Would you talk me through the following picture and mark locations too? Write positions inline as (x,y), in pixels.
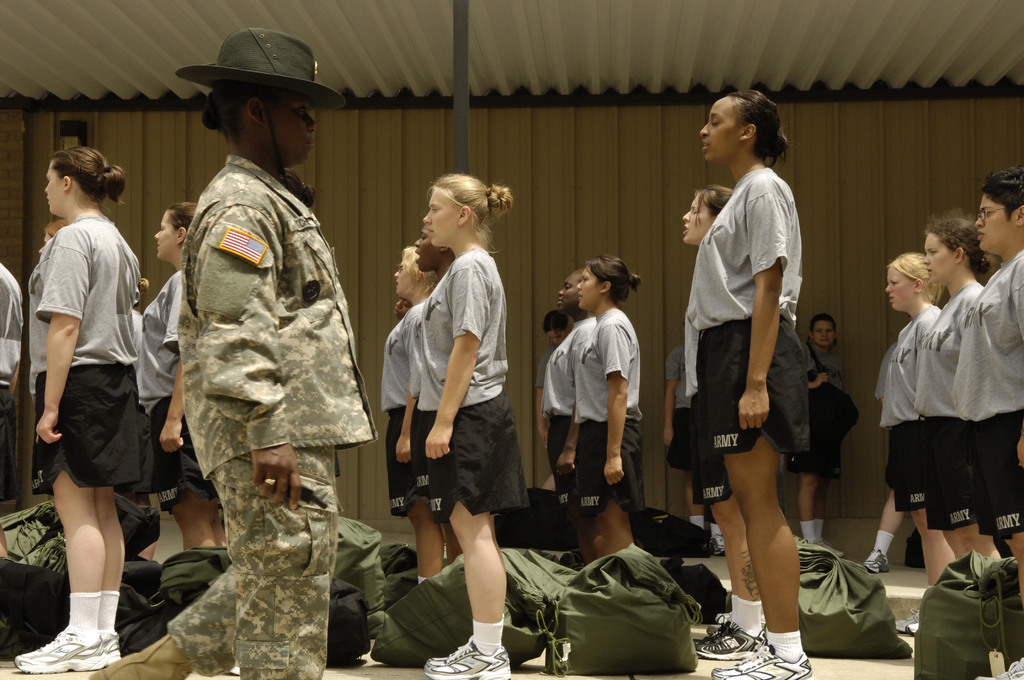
In this image, we can see people (696,324) standing and there is a person (225,337) wearing uniform (248,313) and a hat (274,72). In the background (537,99), there is a wall (497,128) and some poles (455,154). At the bottom (351,577), there are bags (529,585) on the ground (696,627).
